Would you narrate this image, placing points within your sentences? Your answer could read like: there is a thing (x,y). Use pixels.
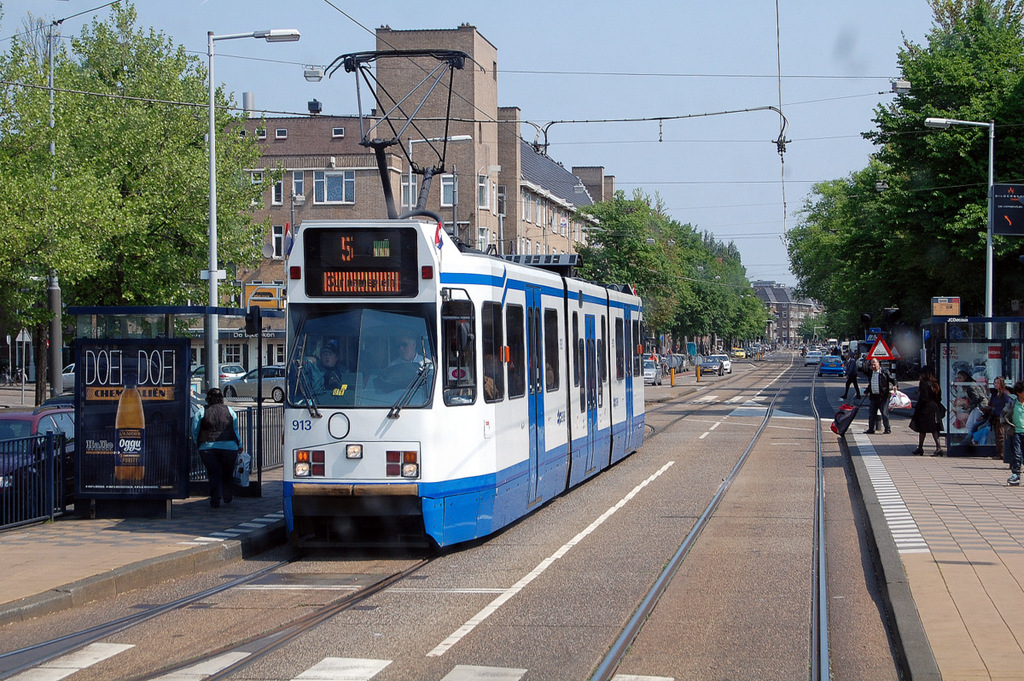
In this picture we can see train (584,409) on a railway track (280,641) and aside to this we have footpath (903,441) where some people (879,394) are walking and some are waiting for train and we have pole (990,188), light (932,121) and trees (883,151) and at left side (223,508) we have same footpath (106,539) with fence (62,461) and a banner (147,360) where woman (208,437) is walking and in background (332,185) we can see building (322,134) with glass windows (354,185), sky (631,64) and some cars (717,358).
